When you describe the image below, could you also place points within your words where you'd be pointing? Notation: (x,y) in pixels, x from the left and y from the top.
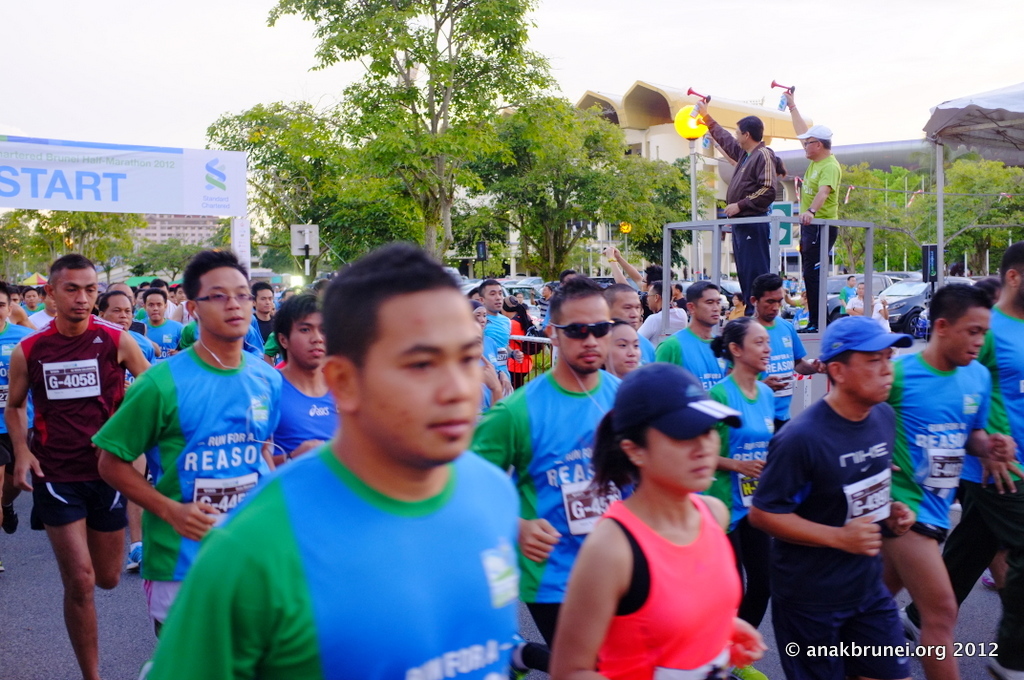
In this image, I can see a group of people (372,303) running on the road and there are two persons (744,202) standing on a platform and holding the objects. In the background (398,228) there are trees (398,228), buildings (189,226), vehicles (834,278), a banner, boards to the poles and I can see the sky (880,117). On the right side of the image (988,148), it looks like a tent (975,136). In the bottom right corner of the image (994,654), I can see a watermark (829,655).
